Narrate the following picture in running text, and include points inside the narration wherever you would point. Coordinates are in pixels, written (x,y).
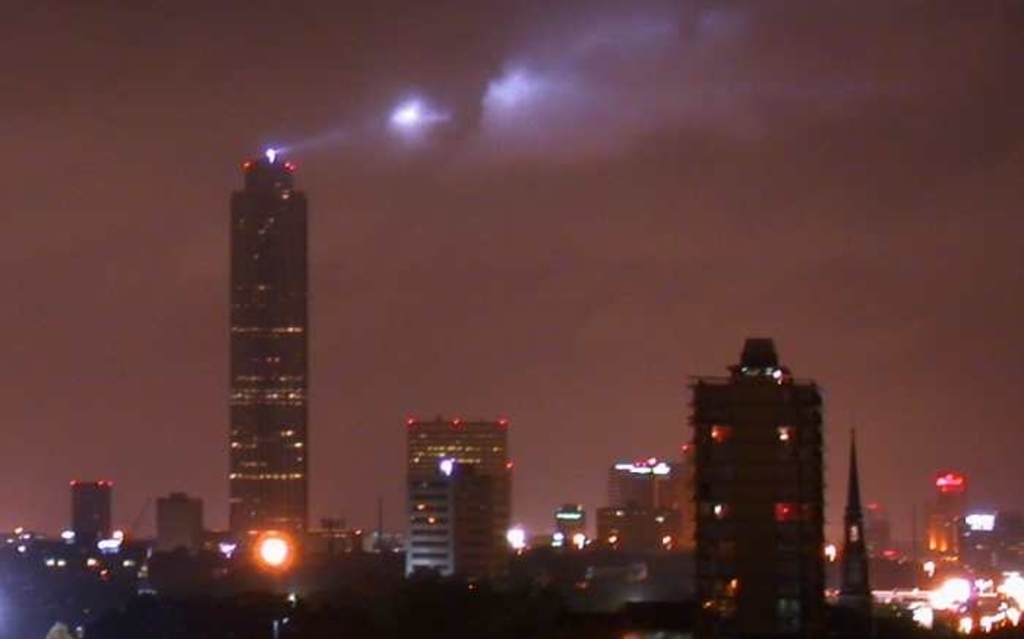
This is a night view of a city (391,539). In this image there are buildings (785,582) and a sky (327,368).
